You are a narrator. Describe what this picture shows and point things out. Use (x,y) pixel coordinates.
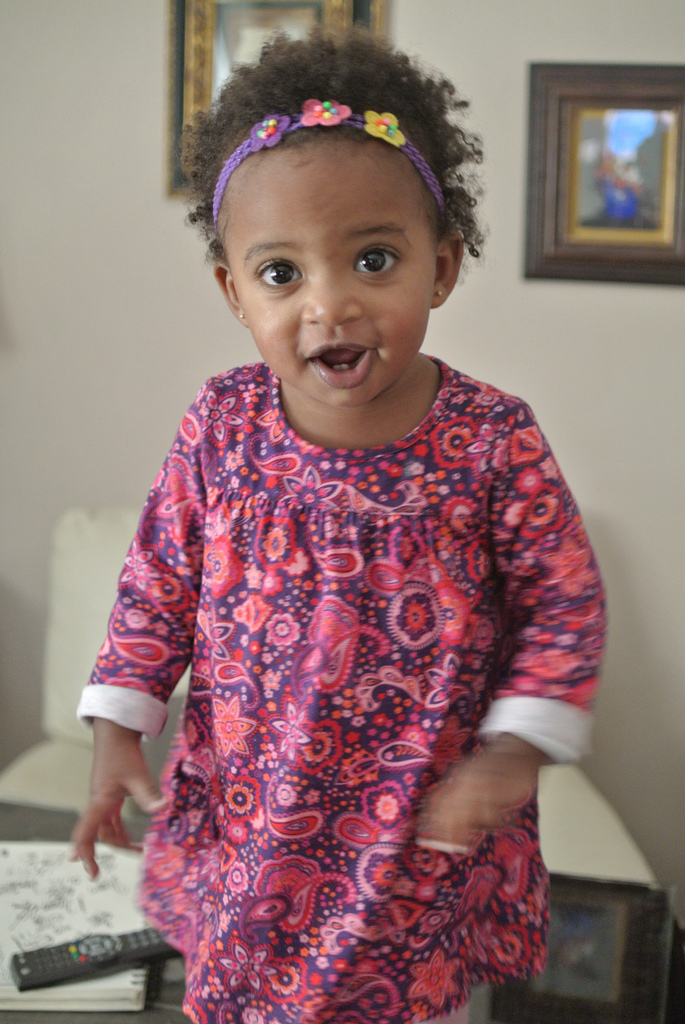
In this picture I can see a girl (368,448) standing, there is a remote (140,937) on the book (27,877), there is a chair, and in the background (682,924) there are frames (636,211) attached to the wall (674,573).
